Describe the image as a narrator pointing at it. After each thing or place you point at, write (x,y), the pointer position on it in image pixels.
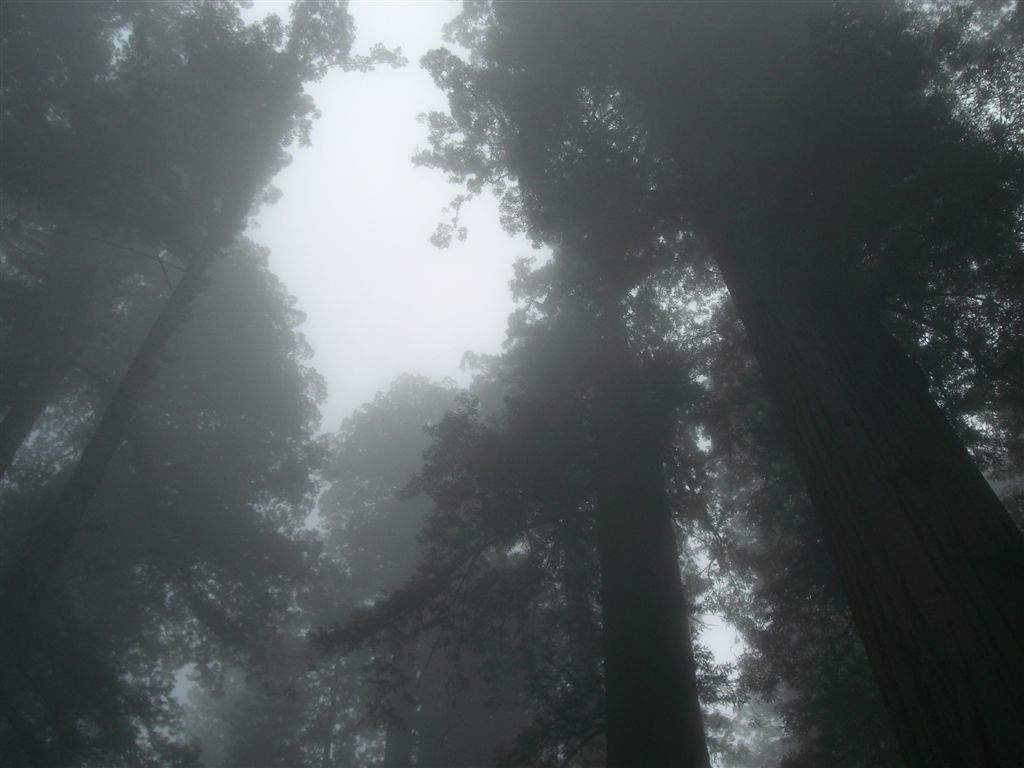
In this picture we can see trees (483,553) and the sky (356,48).
